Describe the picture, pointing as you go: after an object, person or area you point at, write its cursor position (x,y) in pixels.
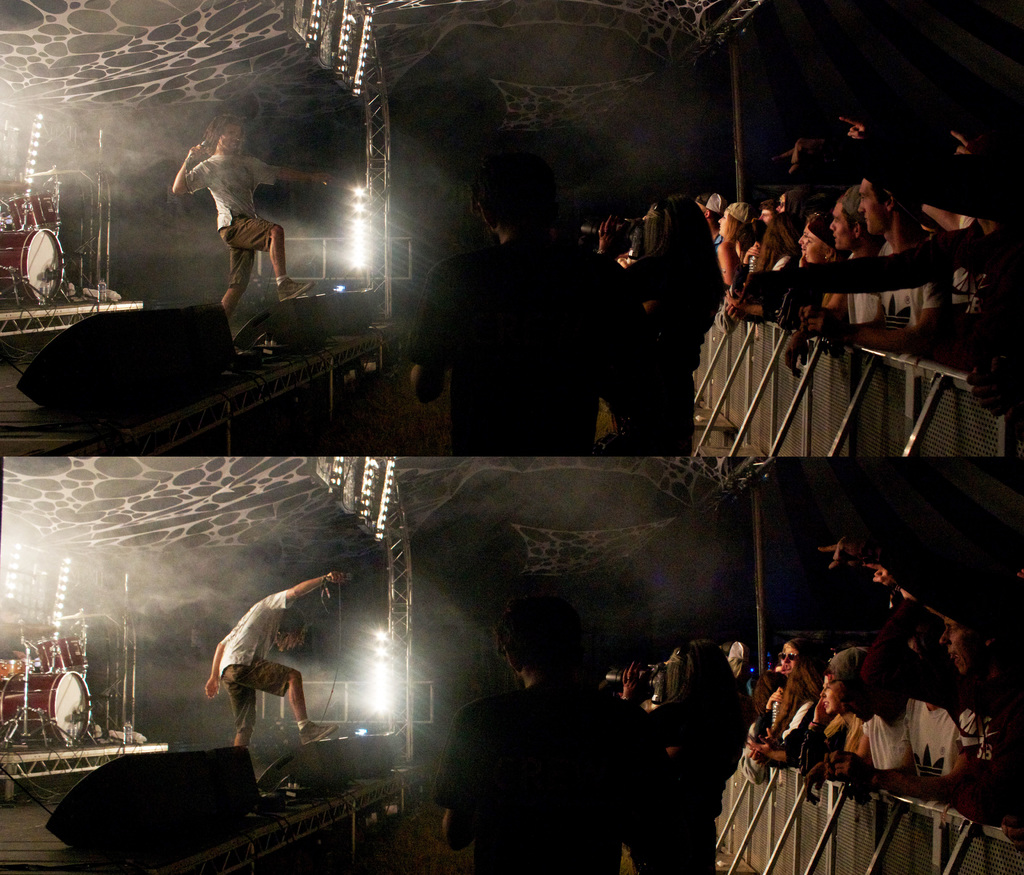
This is a collage picture. Here we can see a person (282,235) singing on the mike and there are few persons (968,343). She is holding a camera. Here we can see musical instruments (27,276) and lights (352,235).
